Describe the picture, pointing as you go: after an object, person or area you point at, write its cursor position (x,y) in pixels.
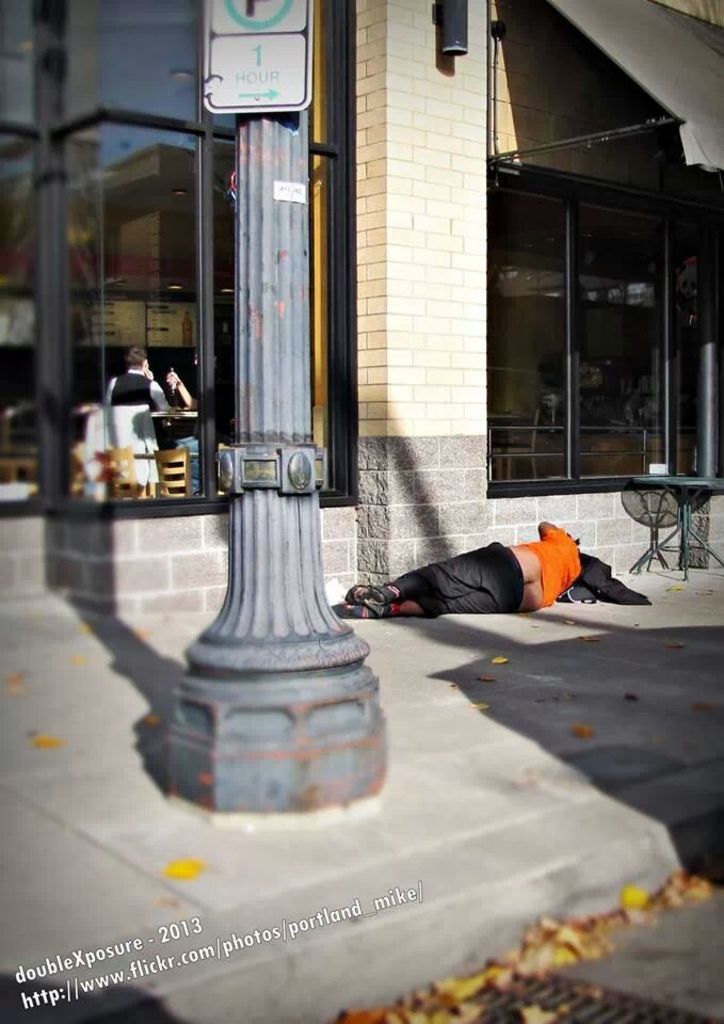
In this image, we can see person (504,564) sleeping on the footpath (594,665) in front of the building (447,248). There is a pole (274,320) in the middle of the image (267,529). There is a window (625,435) on the right side of the image (651,428). There is a text (290,921) in the bottom left of the image (20,971).
